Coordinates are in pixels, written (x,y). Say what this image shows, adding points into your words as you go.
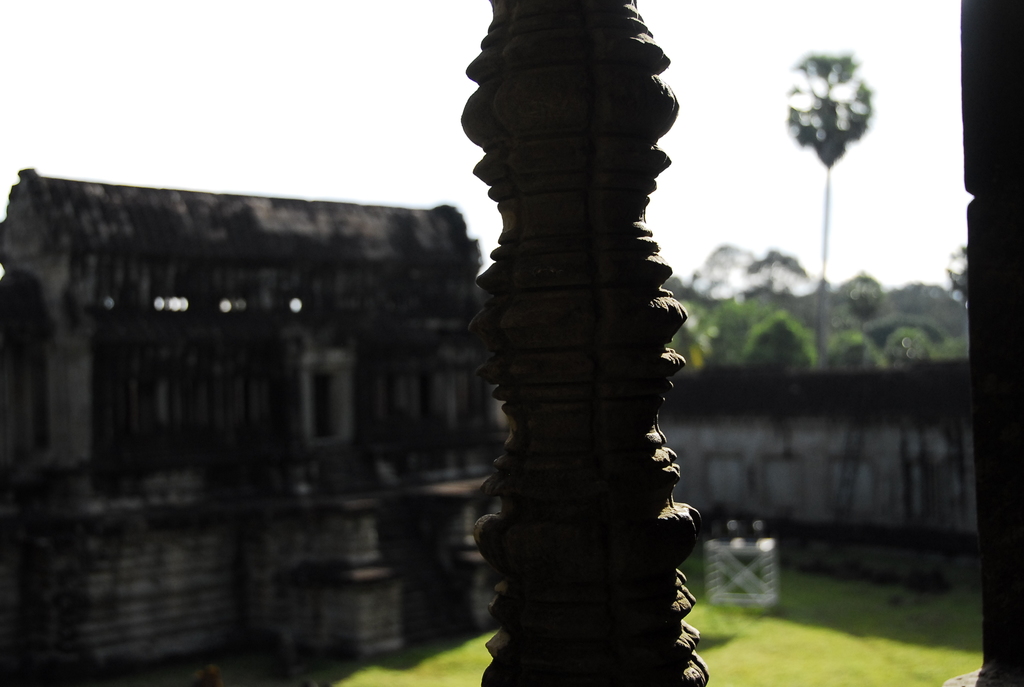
In this image we can see a monument (449,275), walls (875,396), trees (746,316) and sky (59,101).
